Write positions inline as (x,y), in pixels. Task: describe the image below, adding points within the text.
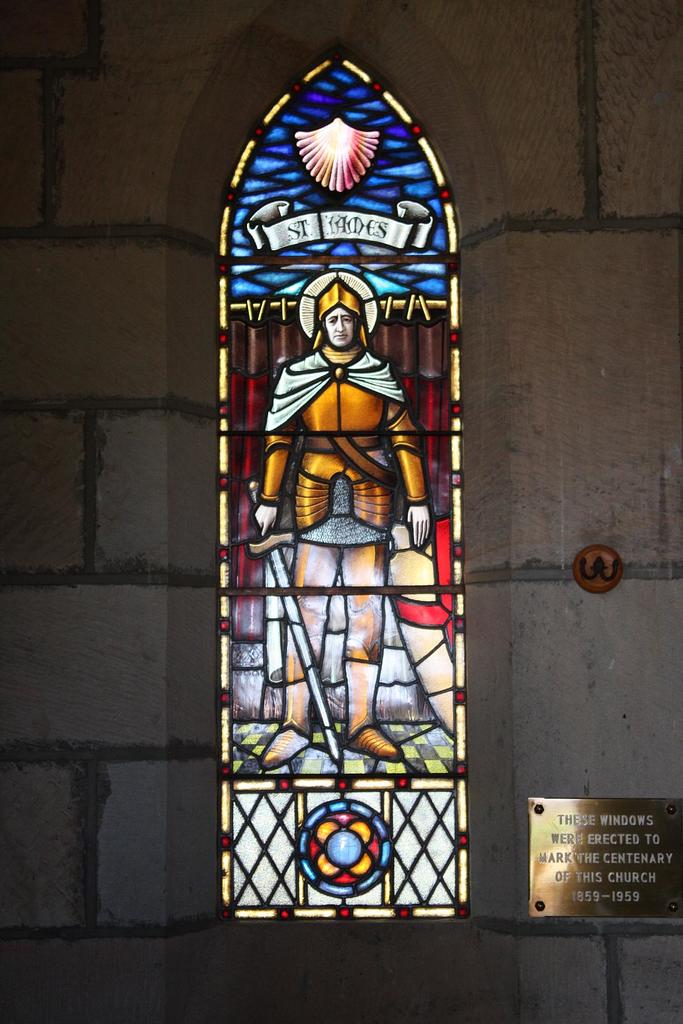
In this image we can see the glass window (337,500) with the depiction of a person (342,465) holding the sword (278,565). We can also see the wall (174,473) and also the text board (593,846) attached to the wall (621,705).
